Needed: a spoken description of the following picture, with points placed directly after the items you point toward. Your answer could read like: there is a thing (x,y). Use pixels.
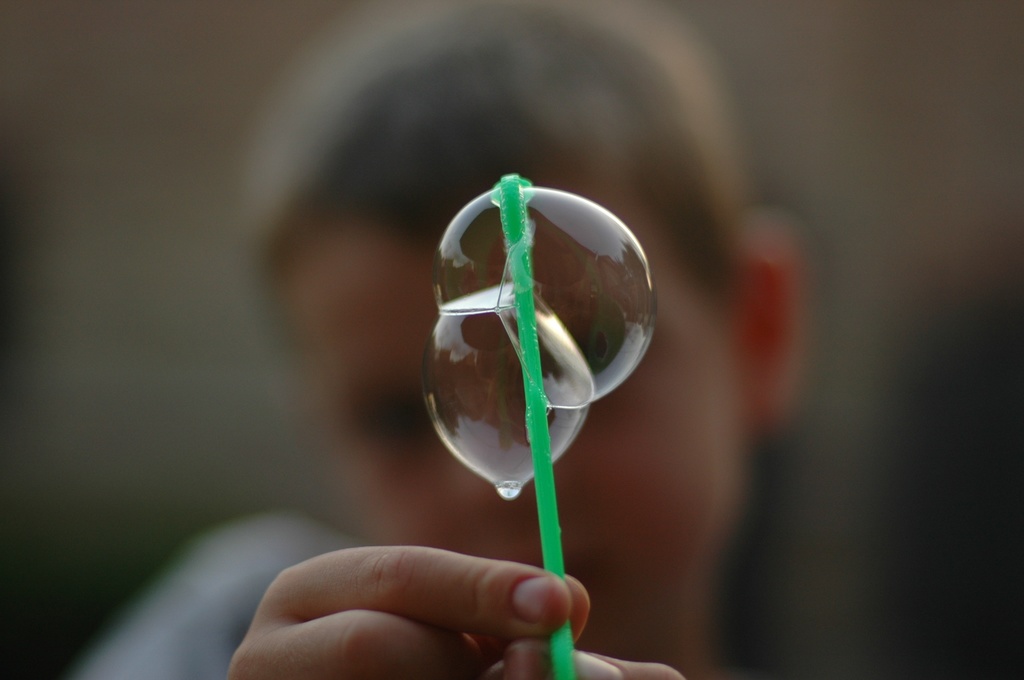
In this image there is a boy (394,553) holding a straw (545,511) with a bubbles (497,373) in the center (533,389).
